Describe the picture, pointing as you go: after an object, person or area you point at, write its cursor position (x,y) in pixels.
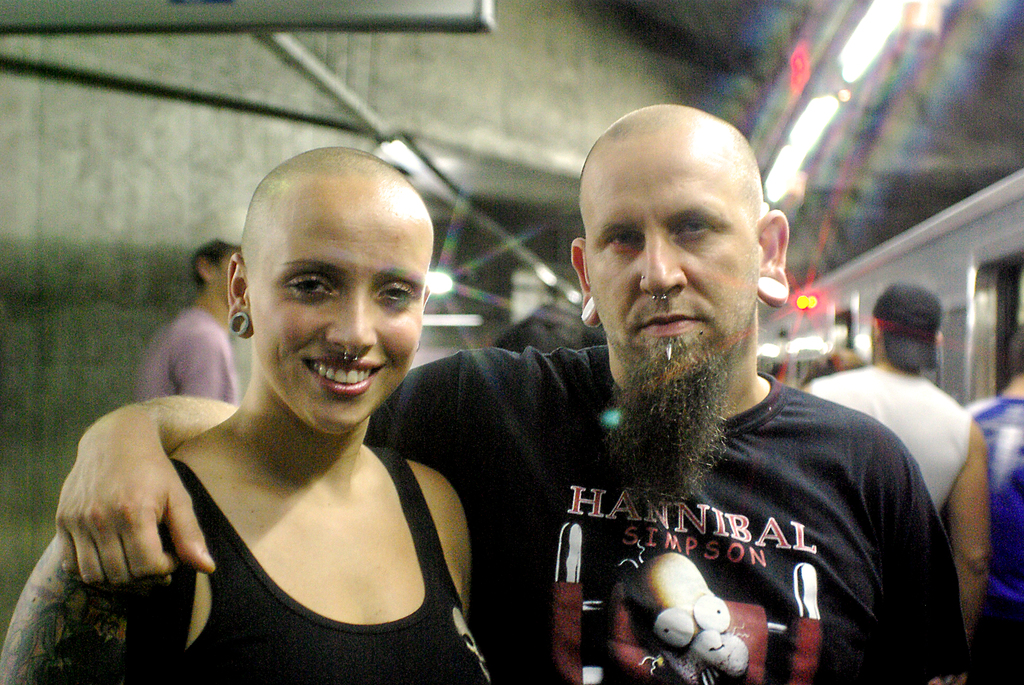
As we can see in the image in front (309,426) there are two people (709,572) standing a woman (428,546) and a man (557,586) and there is a piercing ring (354,360) in both of them nose (658,267). At the back (893,362) there are people (893,347) are standing a man (918,340) over here wearing black cap (924,303). Beside him there is a metro train (978,310) standing.
